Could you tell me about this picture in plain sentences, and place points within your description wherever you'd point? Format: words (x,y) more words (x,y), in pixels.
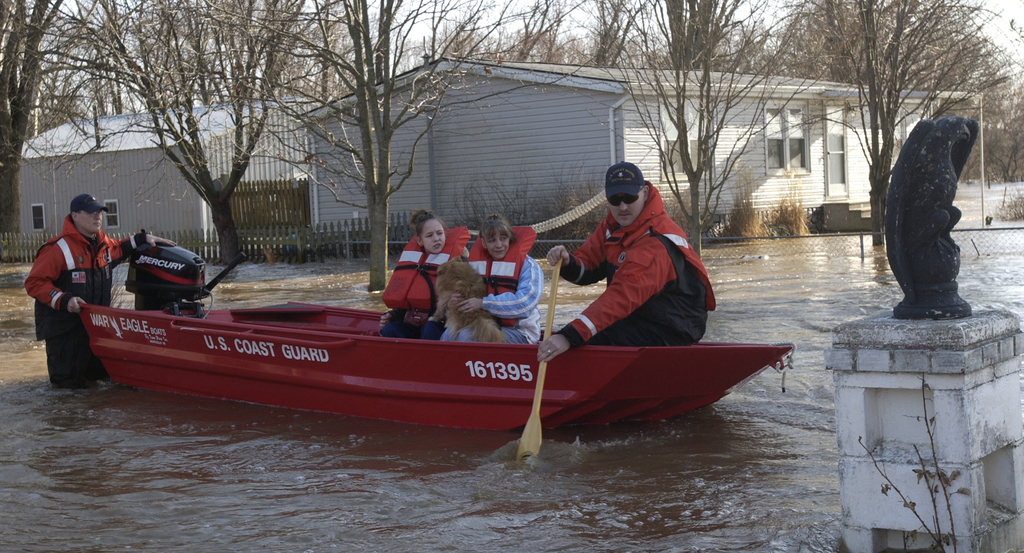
This is an outside view. On the right side (915,257) there is a sculpture (933,297) on a pillar (973,413). On the left side (227,346) there is a boat (281,364) on the water (243,420). On the boat (335,374) two women (468,309) and a man (641,278) are sitting. One woman (496,311) is holding an animal (467,291) in the hands (475,303) and the man (622,283) is holding a paddle (532,423). On the left side (66,264) there is a man (64,291) standing in the water (63,396) and holding the boat (96,328). In the background (275,144) there are few houses (599,148) and trees (15,31) and also there is a fencing (279,241).
